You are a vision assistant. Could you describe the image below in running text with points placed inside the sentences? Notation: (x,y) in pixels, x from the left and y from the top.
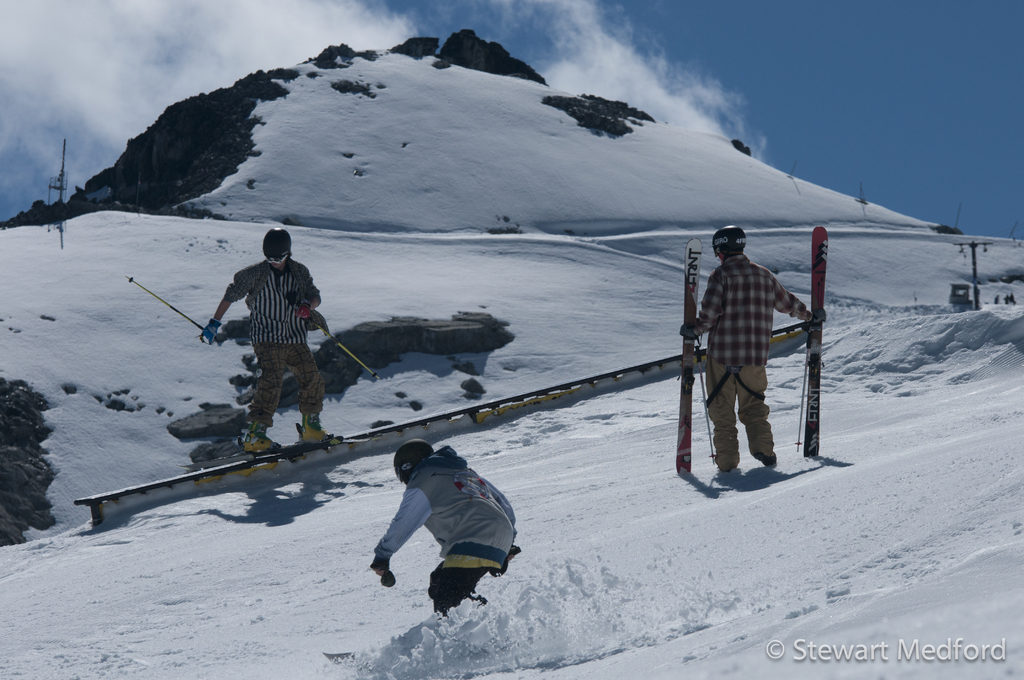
In the picture we can see a snow surface (943,453) on it, we can see some persons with snowboards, sticks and wearing helmets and in the background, we can see a hill (979,256) with snow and some part rock (186,110) and behind it we can see a sky (258,27) with clouds (174,81).
